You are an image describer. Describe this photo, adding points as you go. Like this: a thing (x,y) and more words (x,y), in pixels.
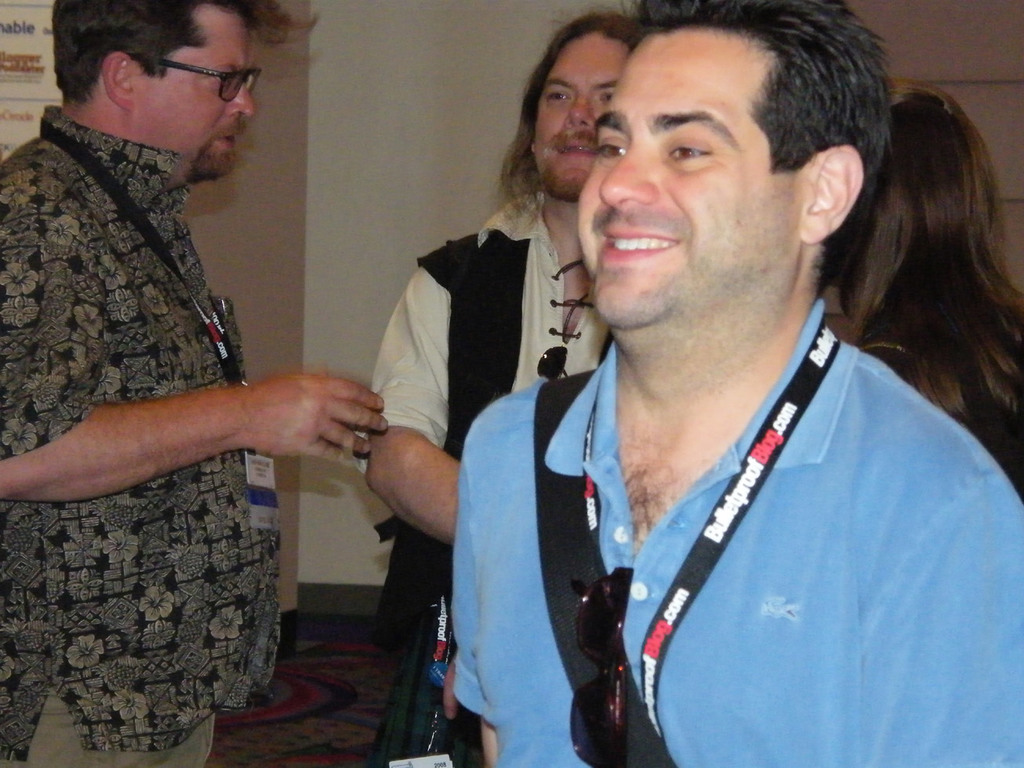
In this image I can see few people (486,340) standing. These people (45,298) are wearing the different color dresses (455,431) and I can see two people (45,374) with the identification cards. In the background (234,205) I can see some papers (3,76) attached to the wall (429,198).
